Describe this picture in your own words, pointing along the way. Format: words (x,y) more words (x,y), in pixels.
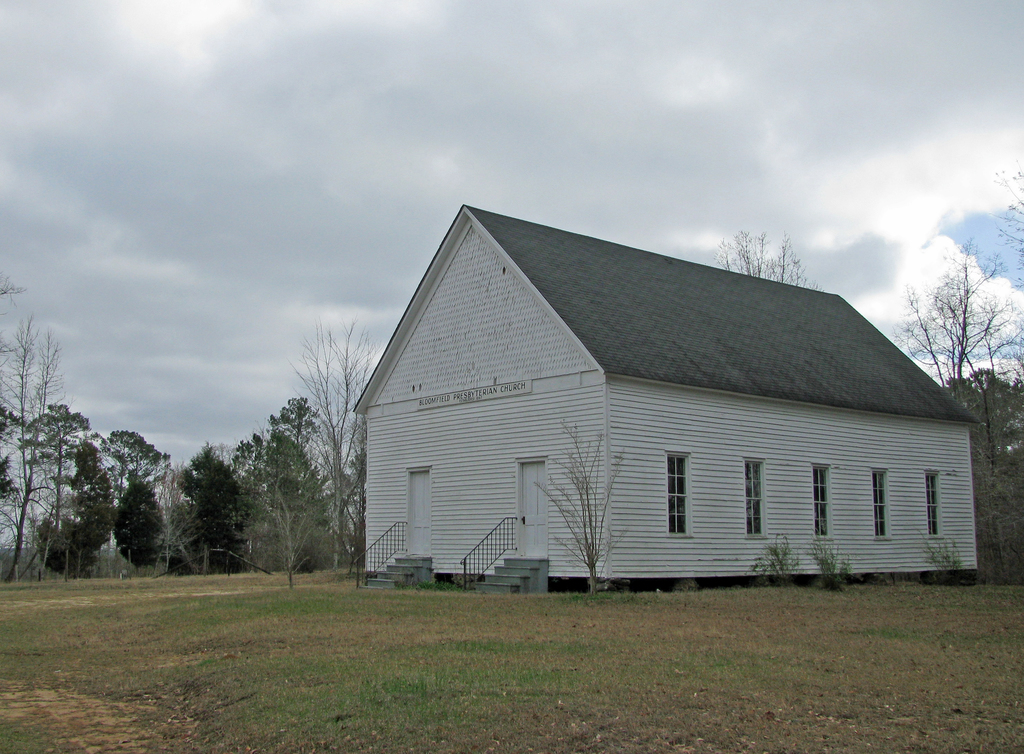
At the bottom of the image (471,588) we can see grass (8,630). In the middle of the image (594,313) we can see some plants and house (468,334) and trees (317,378). At the top of the image (284,245) we can see some clouds (58,3) in the sky (843,22).
